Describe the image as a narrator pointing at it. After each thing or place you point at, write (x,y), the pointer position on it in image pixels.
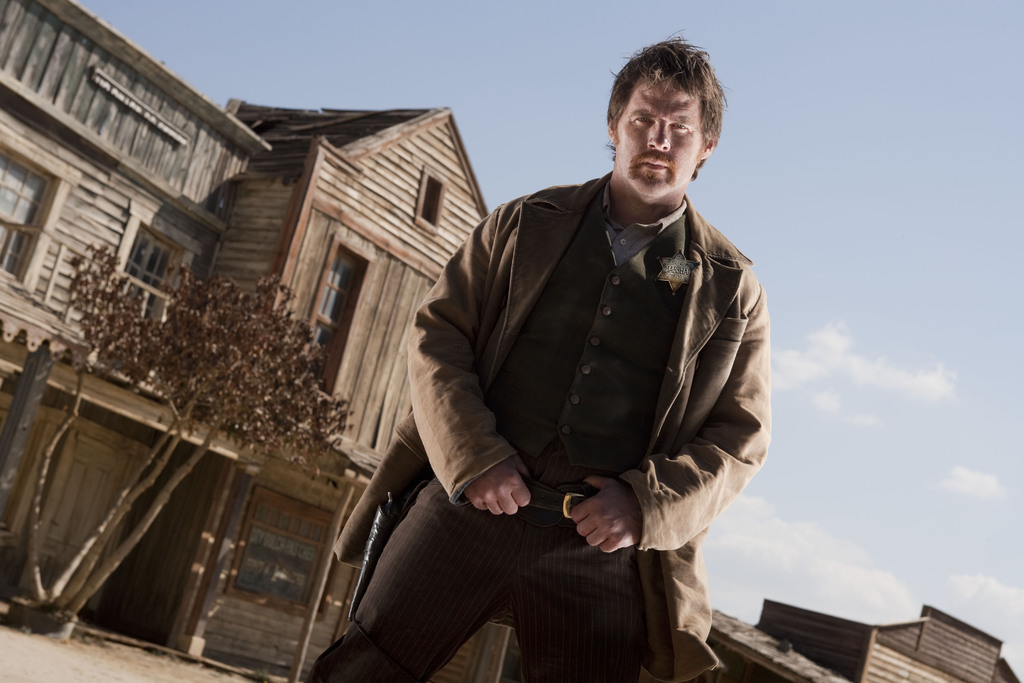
This picture is clicked outside. In the foreground (515,265) we can see a man (637,239) wearing jacket (731,482) and standing. In the background (484,47) we can see the sky (551,71), houses (192,514), tree (151,462) and some other objects (31,614).
